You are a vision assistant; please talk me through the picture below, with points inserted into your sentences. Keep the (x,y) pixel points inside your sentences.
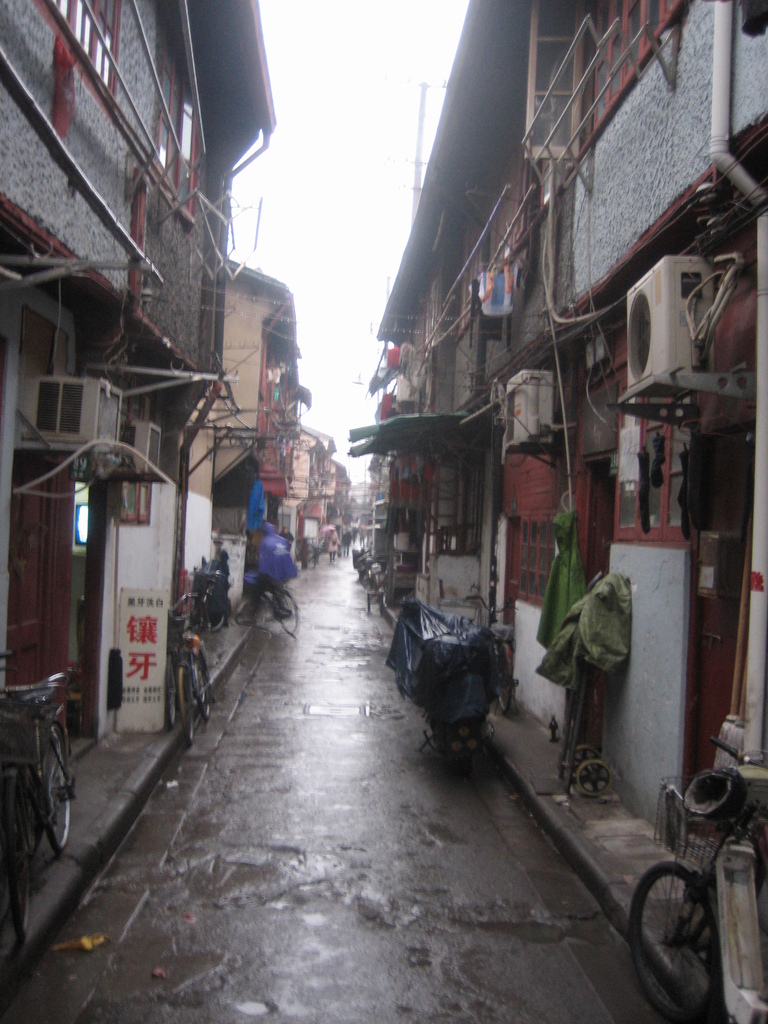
There are bicycles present on the road (353,634) as we can see at the bottom of this image (328,827). There are buildings (420,535) in the background (477,524) and the sky (316,193) is at the top of this image (328,214).
